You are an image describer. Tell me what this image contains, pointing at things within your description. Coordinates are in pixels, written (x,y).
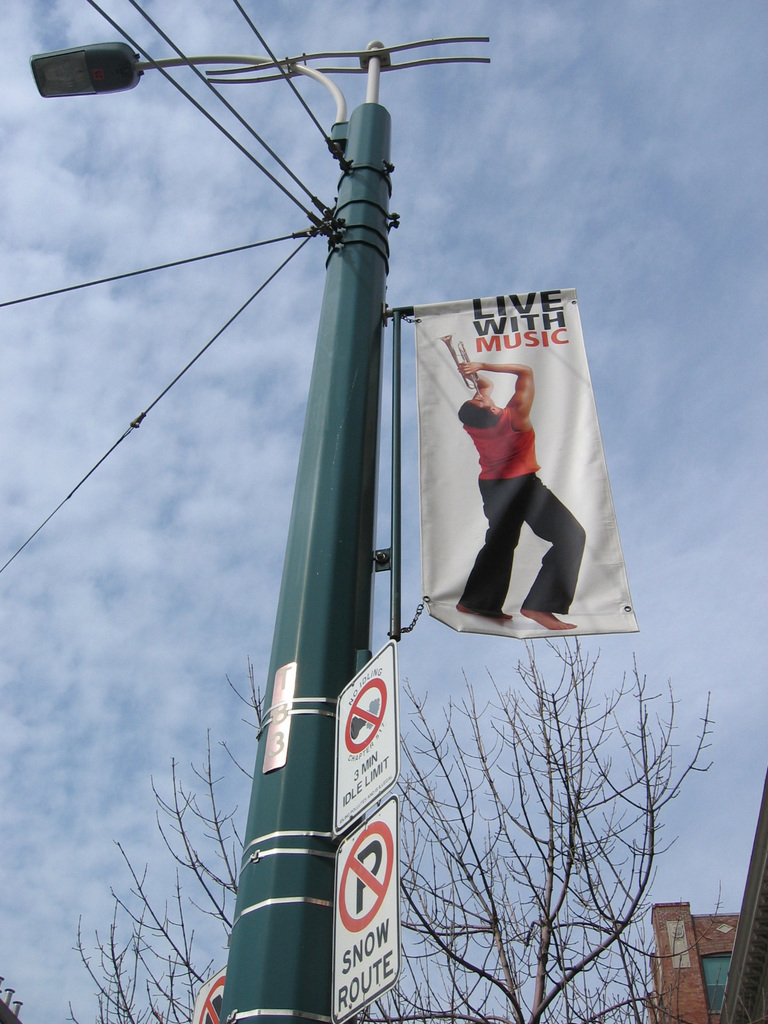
In this image, there is an outside view. In the foreground (333,447), there is a street pole (325,527) contains sign boards (365,912) and banner (471,508). There is a tree (443,940) at the bottom of the image (446,845). In the background (222,529), there is sky (444,223).
